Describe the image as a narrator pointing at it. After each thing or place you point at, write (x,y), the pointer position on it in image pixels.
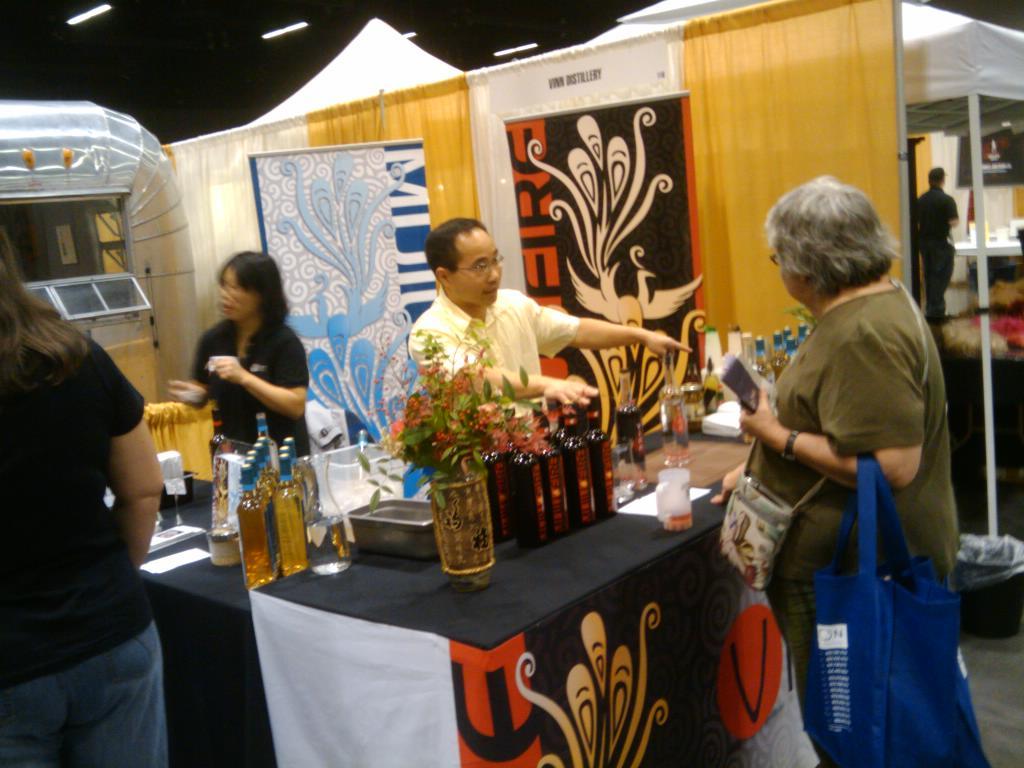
This picture is of inside. On the right (840,360) there is a woman (829,537) wearing bag (891,617), holding some papers (751,410) and standing. In the center (525,488) there is a table (605,536) on the top of which a flower vase (456,557), bottles (627,463) are placed, behind that there is a man (487,322) standing. On the left (215,395) there is a woman (246,367) wearing black color t-shirt (266,372) and standing and in the left corner (34,342) there is a woman (69,558) wearing black color t-shirt (94,452) and standing. In the background (280,119) we can see the tent (904,49) and a man (943,196) behind that tent (907,194) and in the left corner (114,250) we can see the machine (110,255).
